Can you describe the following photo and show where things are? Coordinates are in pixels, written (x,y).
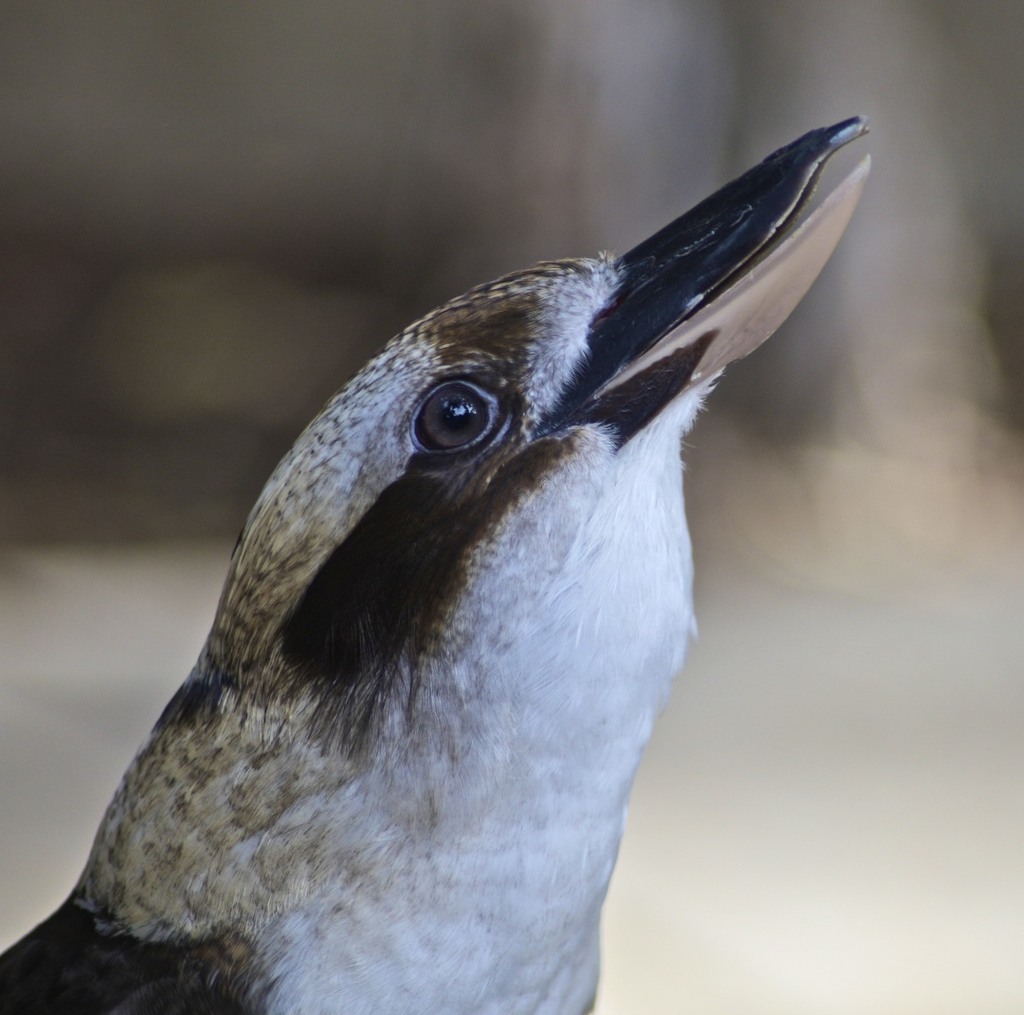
In this picture I can see there is a bird (699,319), it has a long beak (733,265) and the backdrop of the image (264,77) is blurred.
